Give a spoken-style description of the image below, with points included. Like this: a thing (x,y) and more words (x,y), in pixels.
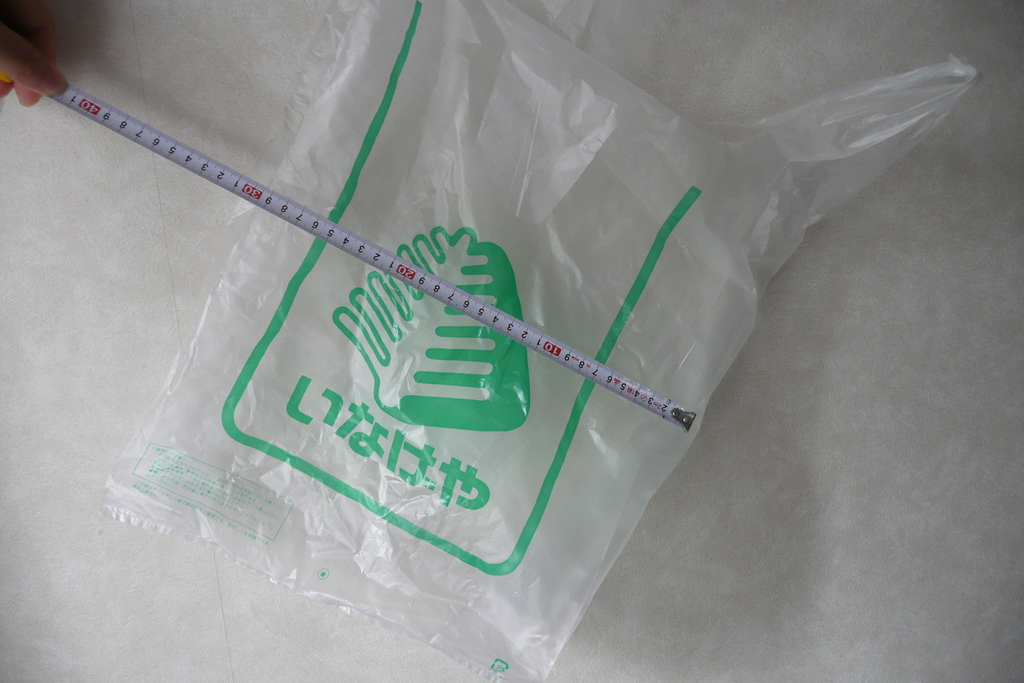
In the image there is a cover (515,382) on the floor (886,589) with a measuring tape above it in a hand (7,45).
